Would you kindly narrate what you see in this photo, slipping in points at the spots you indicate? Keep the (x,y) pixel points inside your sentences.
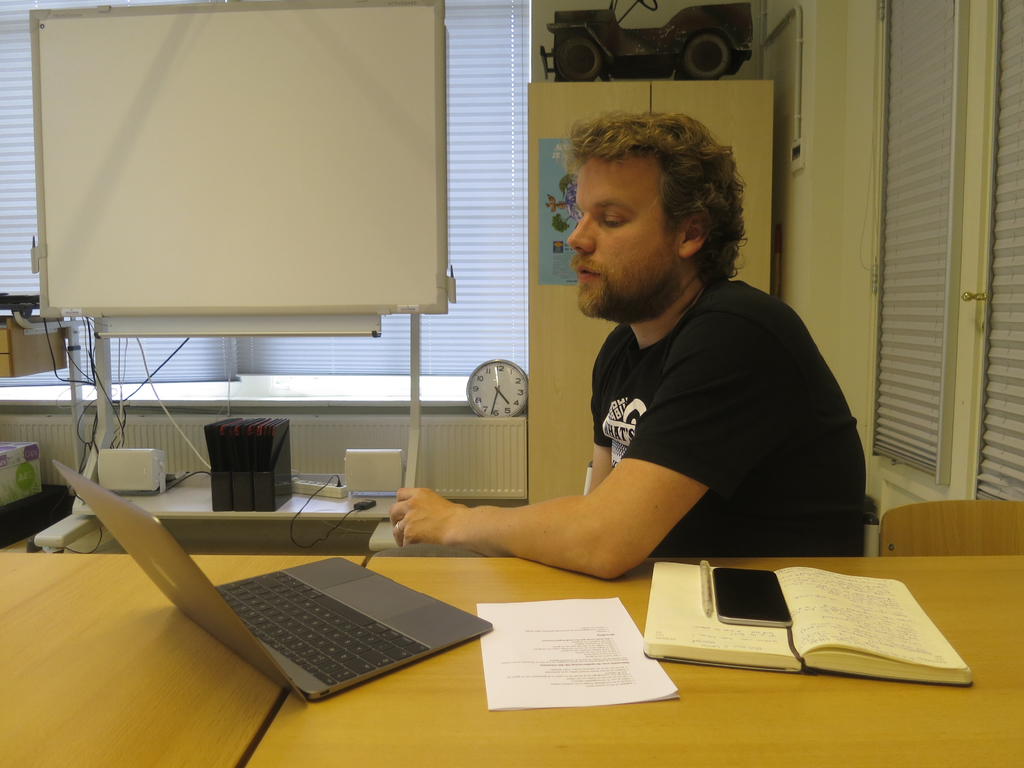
In this picture there is a person (723,475) sitting on the chair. There is a table (484,565). On the table (246,562) we can see laptop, paper (547,654), book (684,637), pen (706,600), mobile (757,581). We can see chairs (919,534). In this background (809,95) we can see wall (534,71), board (274,137) with stand (109,407). We can see clock (491,379).
